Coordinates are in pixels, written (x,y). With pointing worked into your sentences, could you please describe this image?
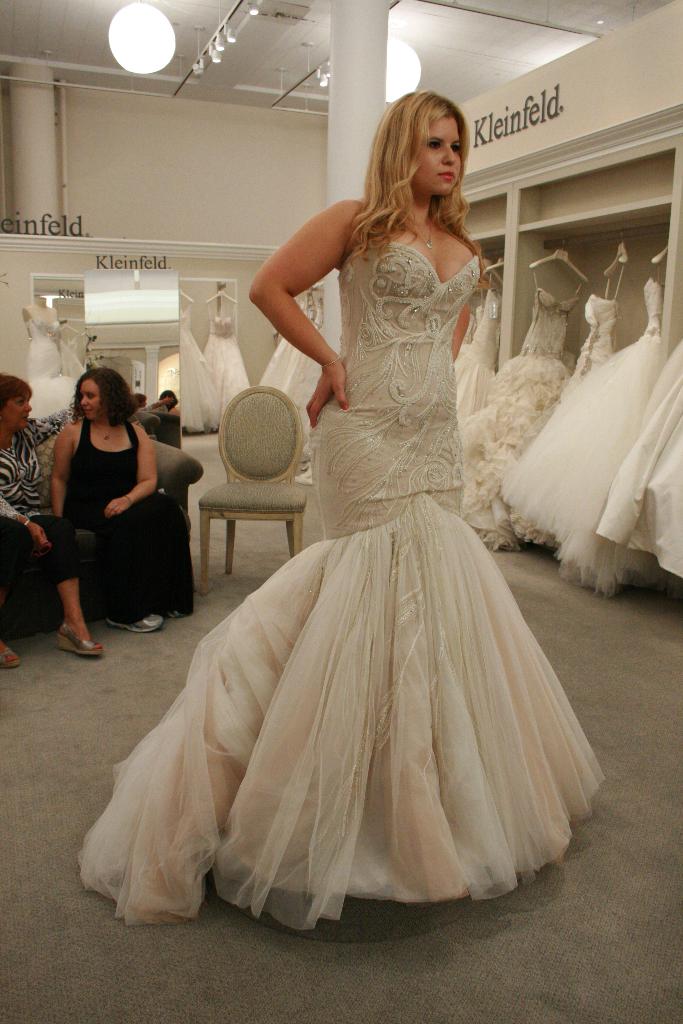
In this picture I can observe a woman (421,485) wearing white color dress (381,511). On the right side (548,322) there are some dresses (528,335) hanged to the hangers (614,265). On the left side (37,501) I can observe two women (18,492) sitting in the sofa (175,456). In the background (142,328) there is a mirror (113,326) and a wall (220,163).
